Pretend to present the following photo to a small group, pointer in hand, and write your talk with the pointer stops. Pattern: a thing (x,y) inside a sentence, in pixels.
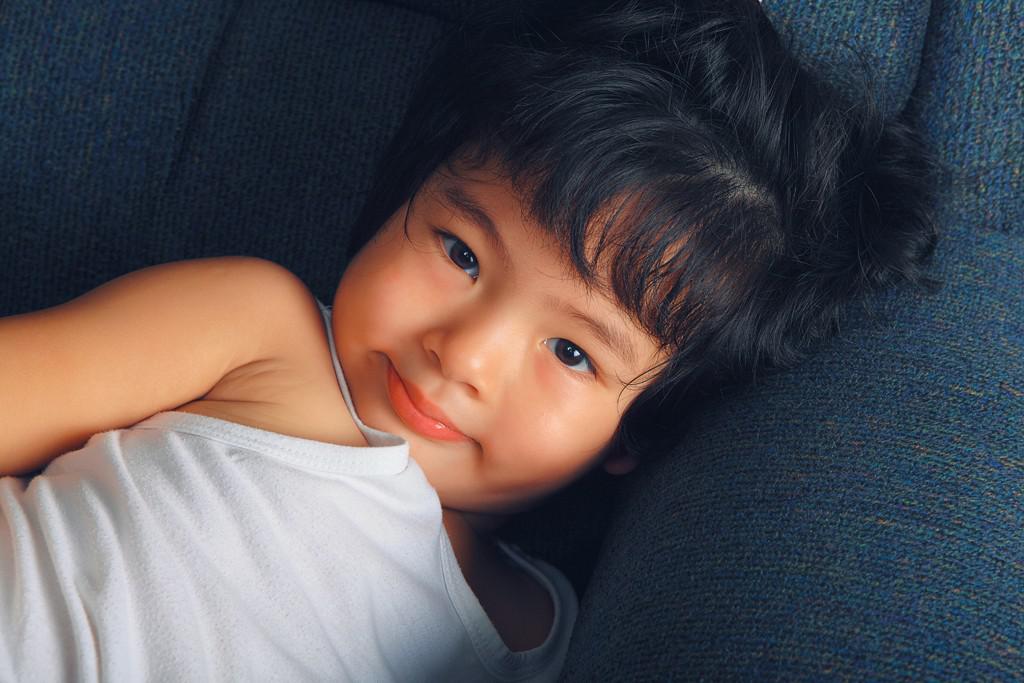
In this image I can see the person (200,497) laying on the blue color object (812,492) and the person (277,543) is wearing white color dress (266,543).
